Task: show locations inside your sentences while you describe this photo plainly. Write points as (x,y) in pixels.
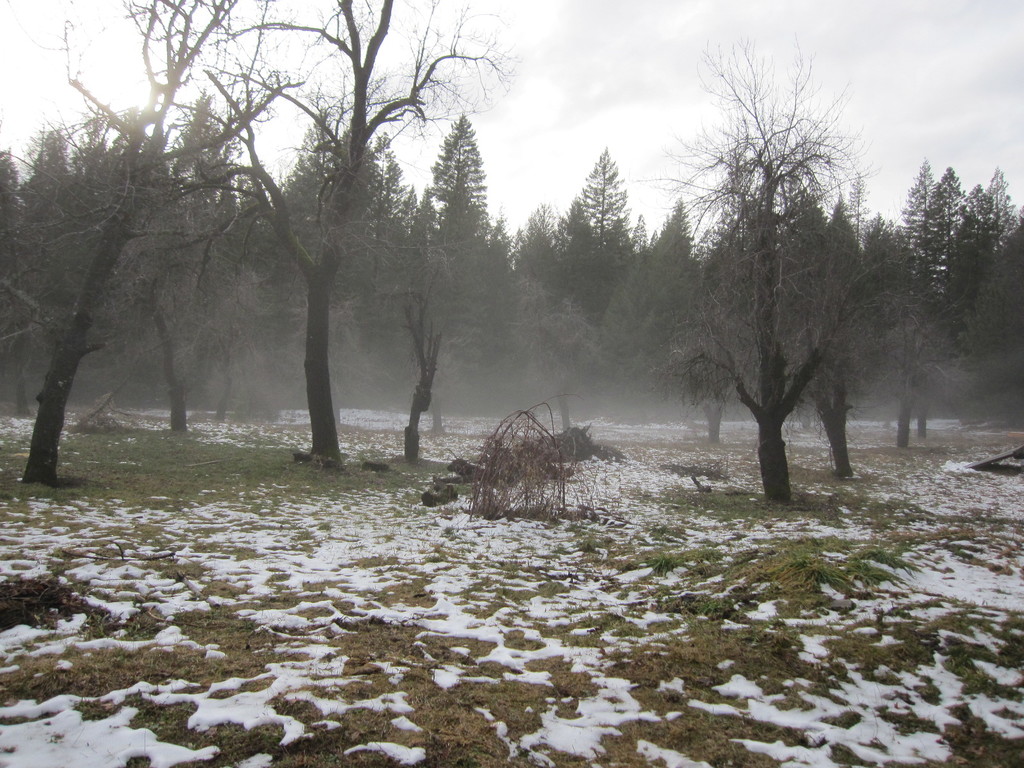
In this image I can see the ground (462,494), some grass (537,698), some snow (454,515) and few trees (581,305) which are green and black in color. In the background (623,66) I can see the sky (716,140).
